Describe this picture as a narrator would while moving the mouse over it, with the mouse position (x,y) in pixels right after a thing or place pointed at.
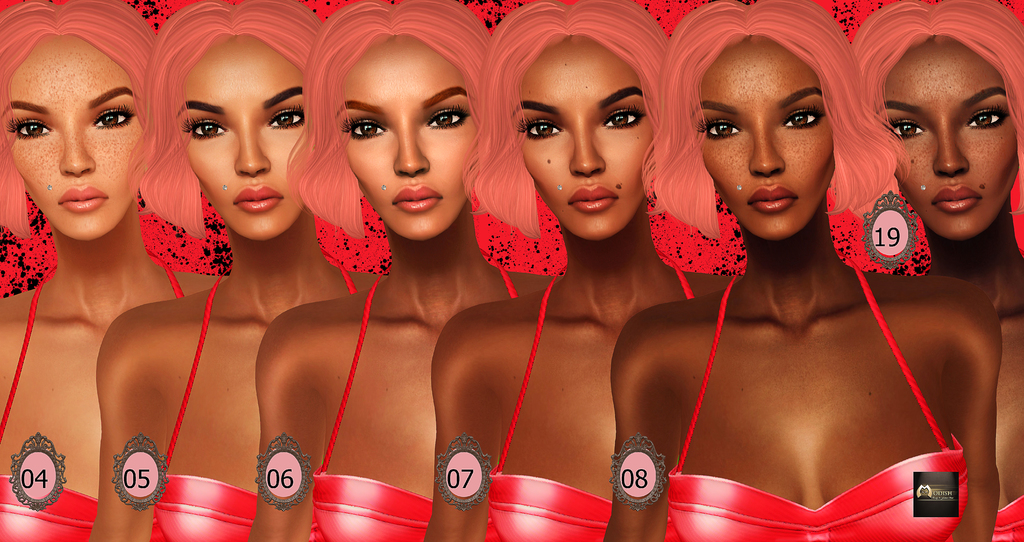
As we can see in the image, there is women (115,307) standing side by side. She is wearing red color dress (167,507) and the image is animated.
